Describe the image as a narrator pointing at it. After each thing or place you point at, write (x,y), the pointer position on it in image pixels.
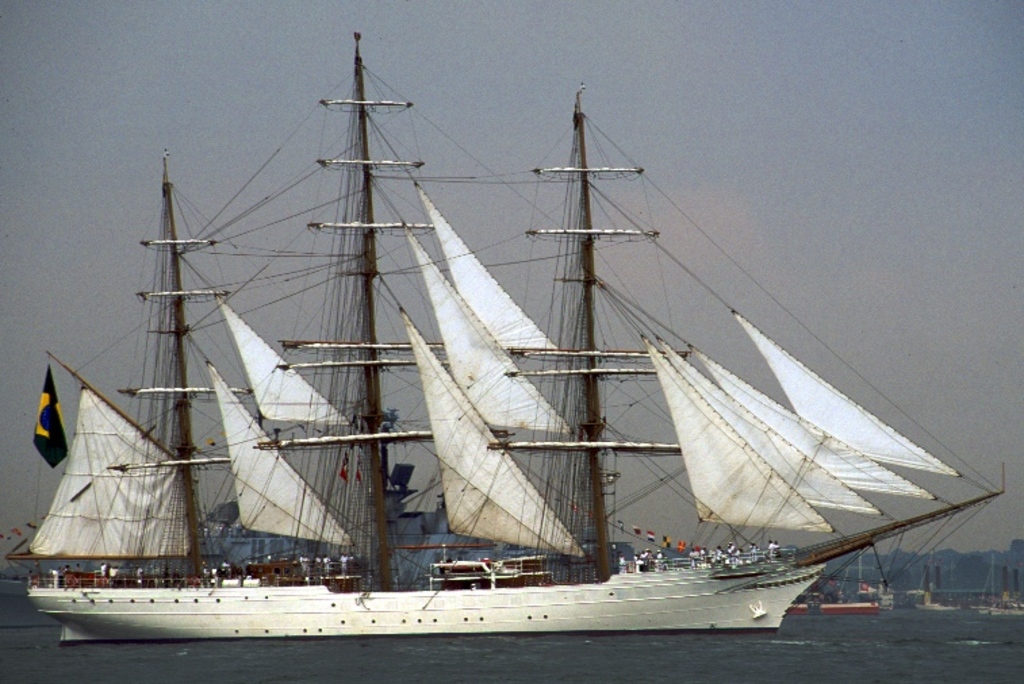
In this image I can see few boats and ship (589,607) on the water (622,649). I can see few people (653,564) standing in the ship (618,571). In the background (935,554) I can see the mountains (918,562) and the sky (198,484).
